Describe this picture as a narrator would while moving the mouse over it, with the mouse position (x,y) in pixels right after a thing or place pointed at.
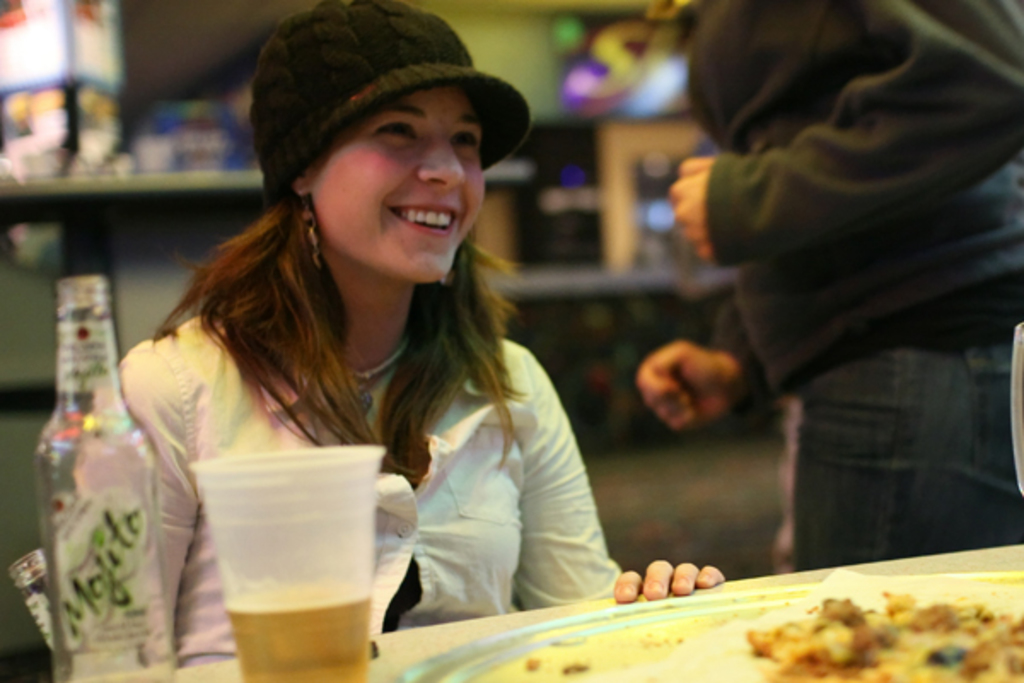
In this image we can see a girl (493,554) sitting on a chair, in front of the girl (487,595) there is a table (780,601). On the table (402,661) there is a food (812,644) placed on a plate (545,653), glass (320,616) to drink, bottle (136,643) and tissue (967,583). Beside this girl (573,522) there is another person (834,464) standing. The background (707,536) is blurred.
